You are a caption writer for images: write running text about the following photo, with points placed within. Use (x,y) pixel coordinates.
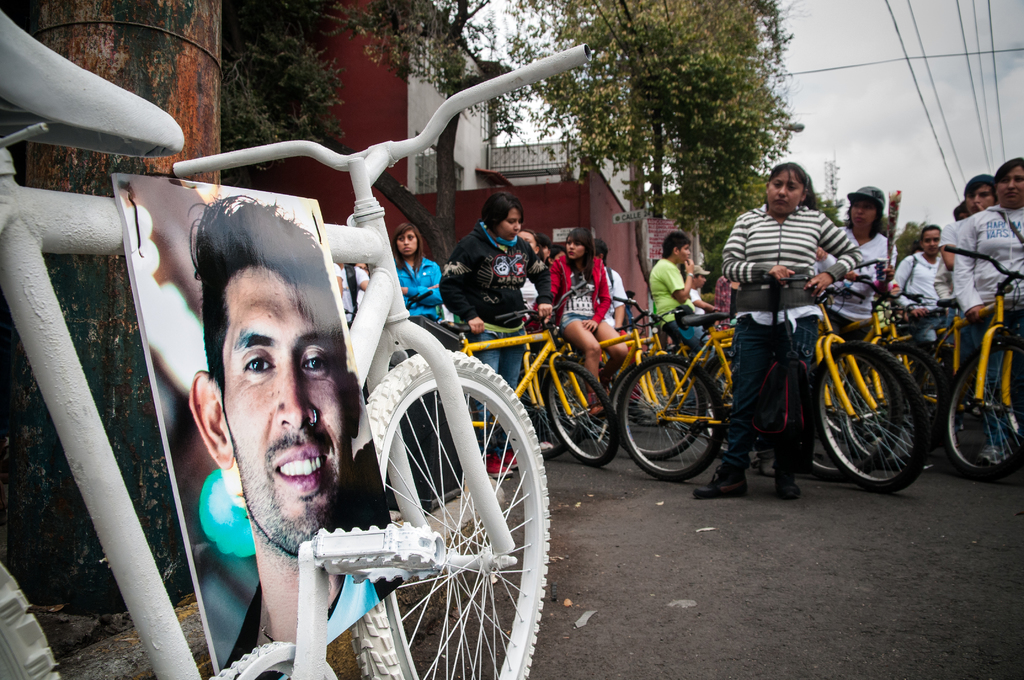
In this image we can see a few woman (598,318) holding a bicycle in their hand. Here we can see a woman (729,495) standing on the right side (709,495). This is a bicycle (17,131) which is on the left side (32,648) and a photo (247,643) is fixed to the bicycle (91,198). In the background (648,56) we can see trees (710,61), a house (577,173) and electric wires (963,27).
